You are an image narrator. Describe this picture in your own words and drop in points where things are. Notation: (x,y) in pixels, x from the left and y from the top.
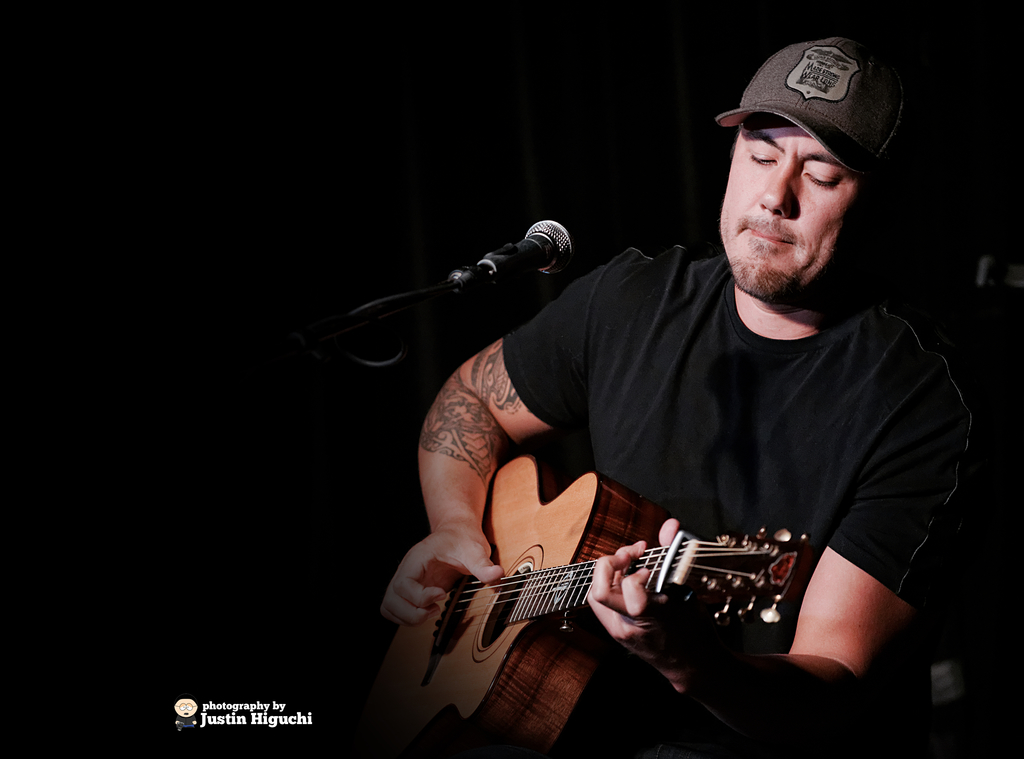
This man (737,251) wore black t-shirt (779,388), cap (867,115) and playing guitar (579,582) in-front of mic (561,251). Background (655,101) is black in color.
